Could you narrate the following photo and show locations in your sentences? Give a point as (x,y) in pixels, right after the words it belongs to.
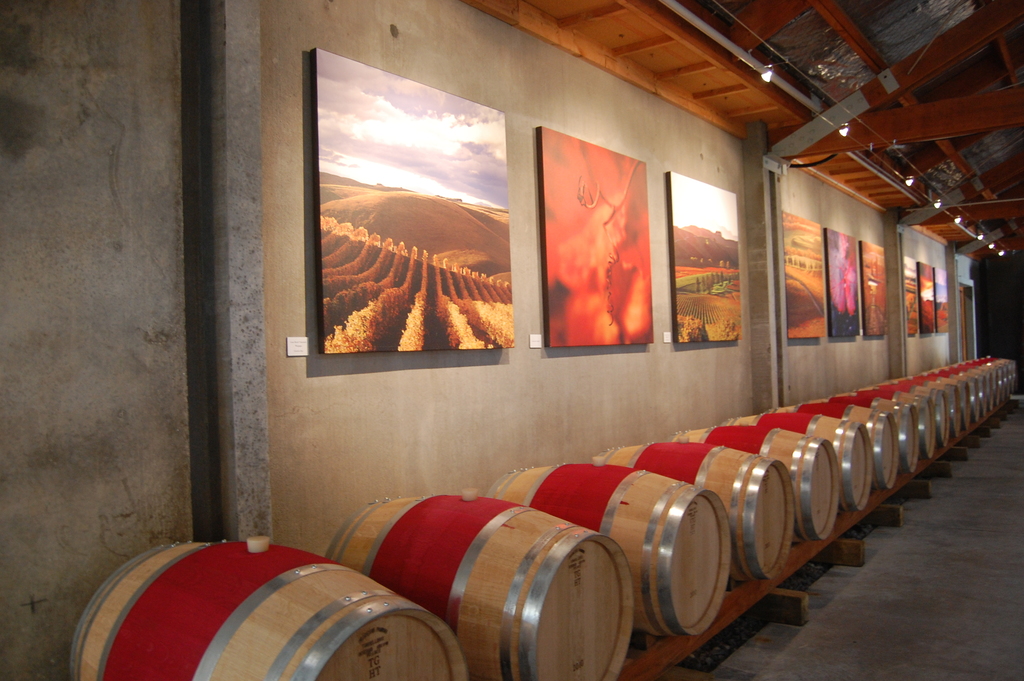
In this picture we can see some frames (648,305) to the wall (531,309), down we can see some containers (671,552) are arranged in a line.
